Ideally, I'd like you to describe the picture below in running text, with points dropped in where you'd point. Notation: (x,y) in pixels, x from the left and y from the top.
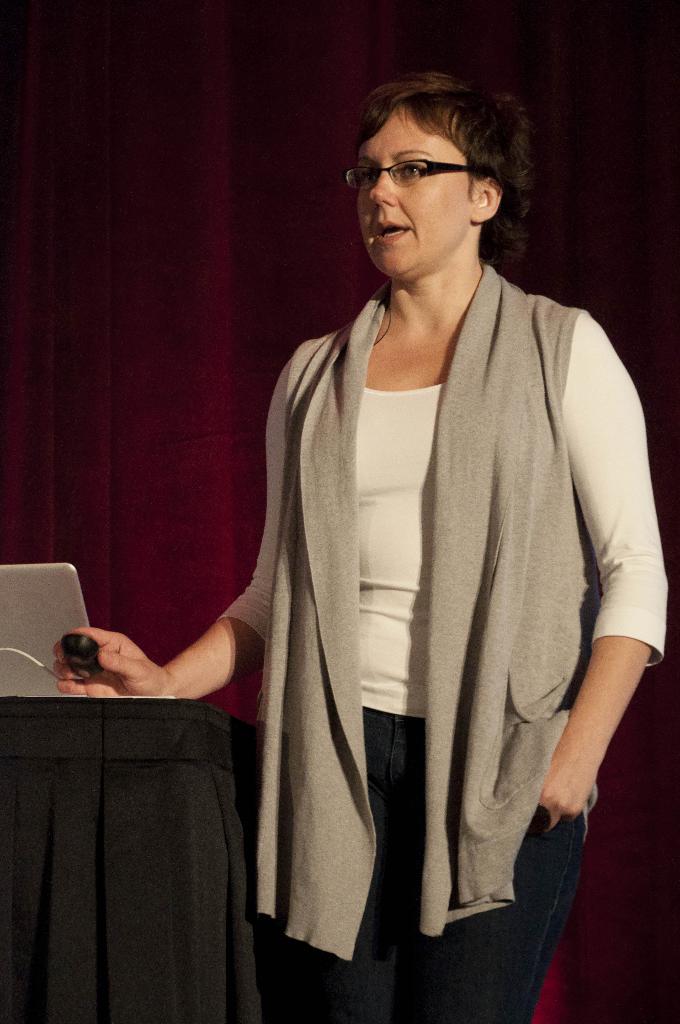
In this picture we can see a woman (429,498) standing and holding something, on the left side (57,720) there is a table (54,704), we can see a laptop (55,633) and a cloth (159,803) present on the table (161,797), she wore spectacles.
